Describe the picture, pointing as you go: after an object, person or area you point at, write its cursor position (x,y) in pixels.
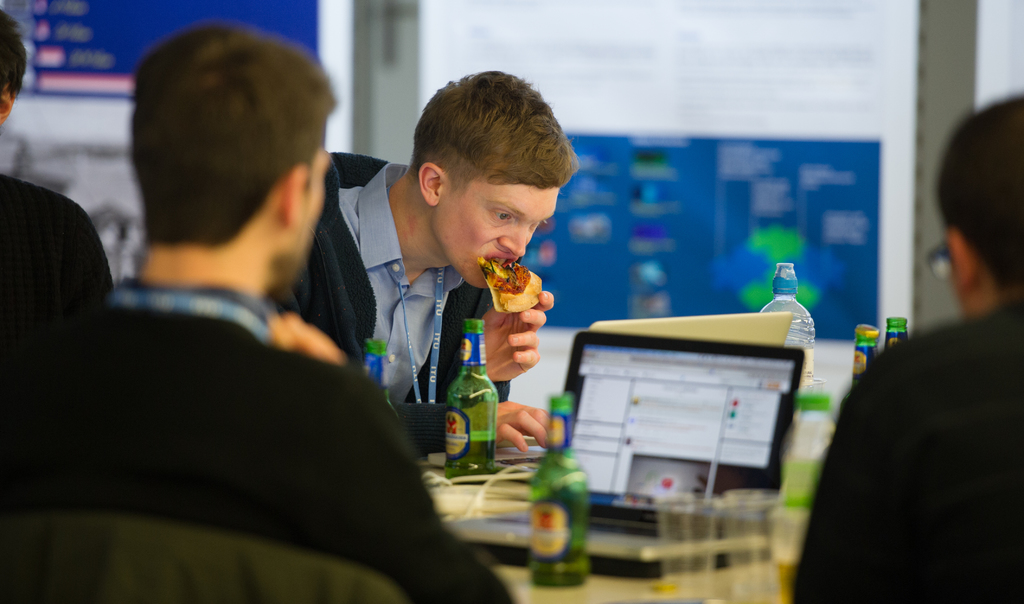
In this picture we can see a group of people (129,501) and one person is holding food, in front of them we can see laptops (640,487), bottles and in the background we can see a wall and some objects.
